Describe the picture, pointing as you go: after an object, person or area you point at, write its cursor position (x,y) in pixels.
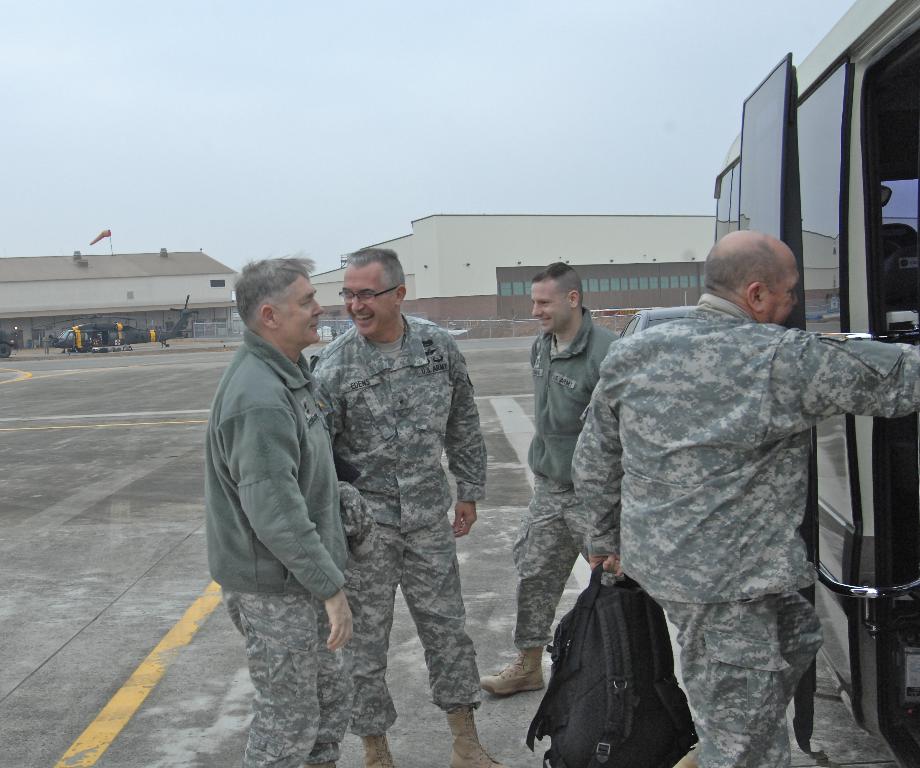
In this image I can see 4 men (451,457) are standing among them this man (654,490) is holding a bag (634,646) in the hand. These men (553,447) are wearing uniforms (419,522). In the background (422,291) I can see buildings (234,276), vehicle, helicopter (138,335) and other objects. I can also see the sky (346,90).
